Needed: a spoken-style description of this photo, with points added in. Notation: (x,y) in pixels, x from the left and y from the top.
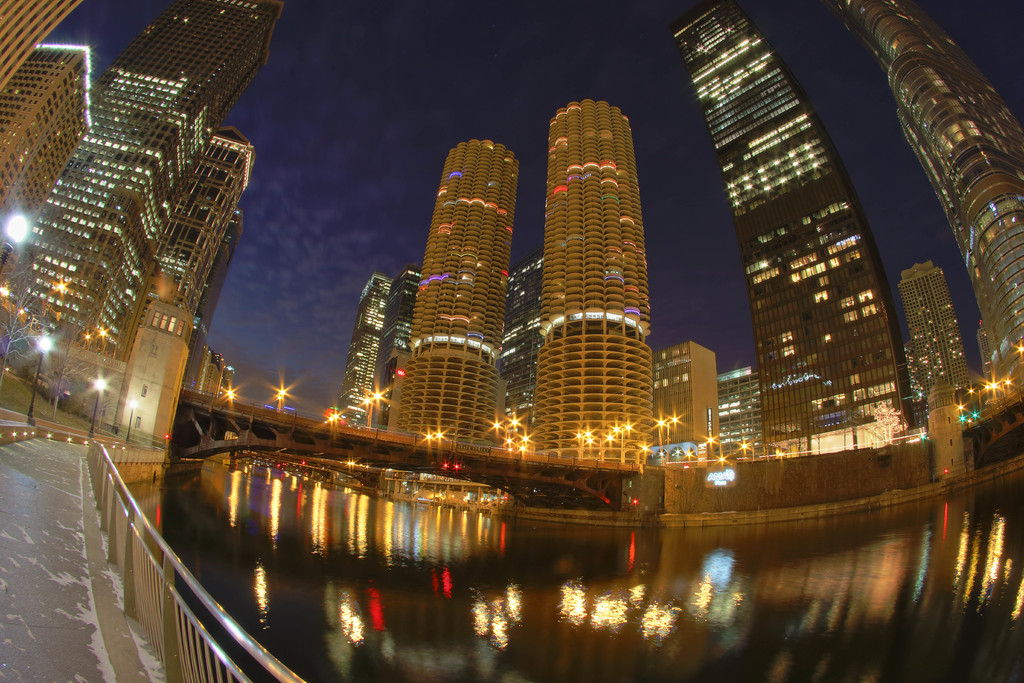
It is a wide angle image, there are many tall towers (536,341) in the city (579,267) and there is a bridge (397,439) across the river (263,679) and beside the bridge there is a footpath (73,488).
